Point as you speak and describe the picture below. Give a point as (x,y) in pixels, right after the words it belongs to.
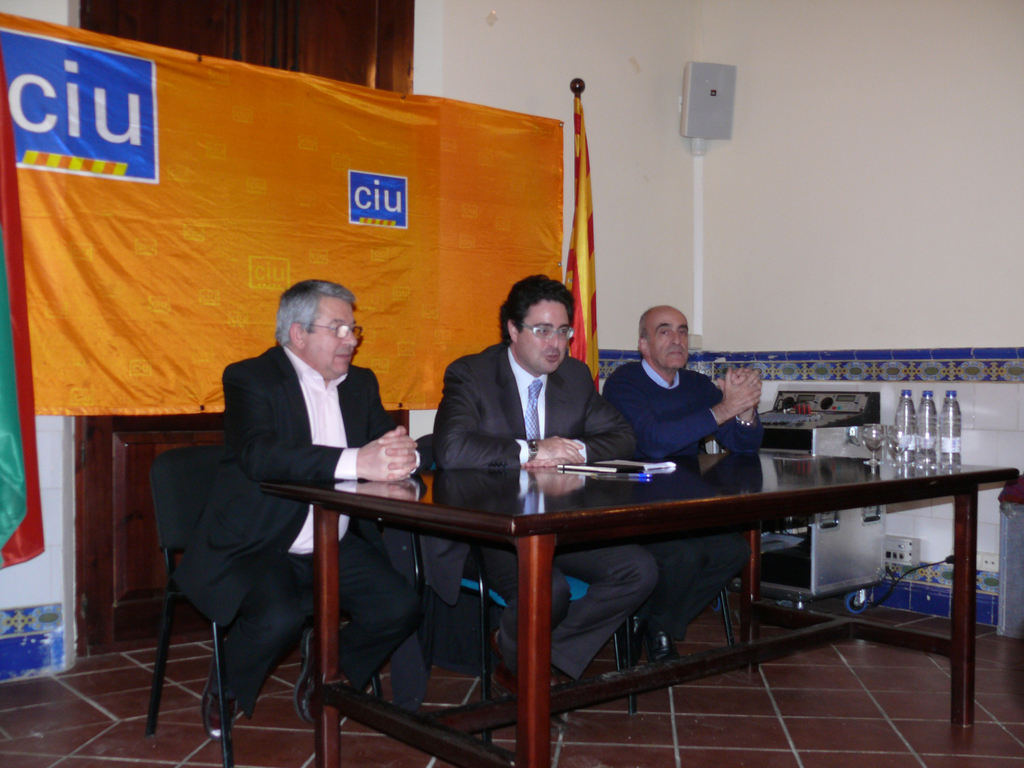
In this image three persons (534,397) are sitting on chairs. In front of them there is a table (677,468) on that there are book (650,469), glasses (892,455), bottles (895,436). In the corner there is a device (831,422). Behind them there is a flag (586,269), a banner (161,250) and a door (345,39) is there.
